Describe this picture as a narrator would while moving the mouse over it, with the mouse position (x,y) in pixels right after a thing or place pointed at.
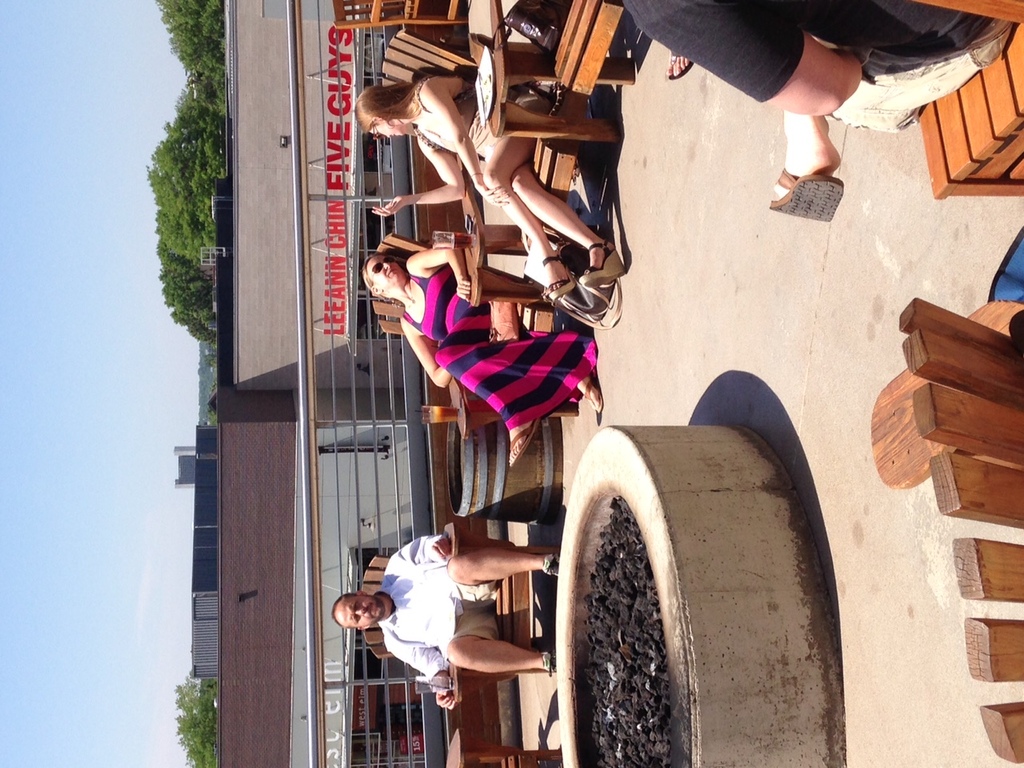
This is a tilted picture. In this picture we can see the sky (94,224), trees (196,140), building (245,173), boards (405,748), railing (416,720) and few objects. We can see the people (437,93) sitting on the chairs (403,334). We can see the charcoal (605,558) placed on the platform (716,495).
